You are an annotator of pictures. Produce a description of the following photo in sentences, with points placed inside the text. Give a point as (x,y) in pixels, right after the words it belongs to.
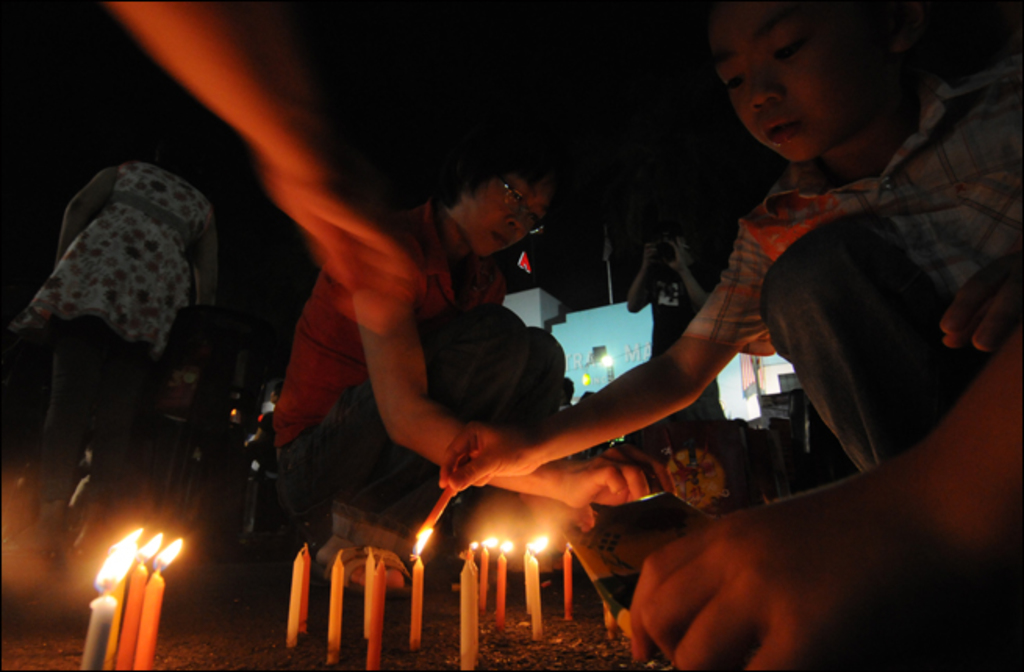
In this image at the bottom (134,662) there are many candles (87,632). And I can see these people (260,96) are lighting the candle (423,540).
